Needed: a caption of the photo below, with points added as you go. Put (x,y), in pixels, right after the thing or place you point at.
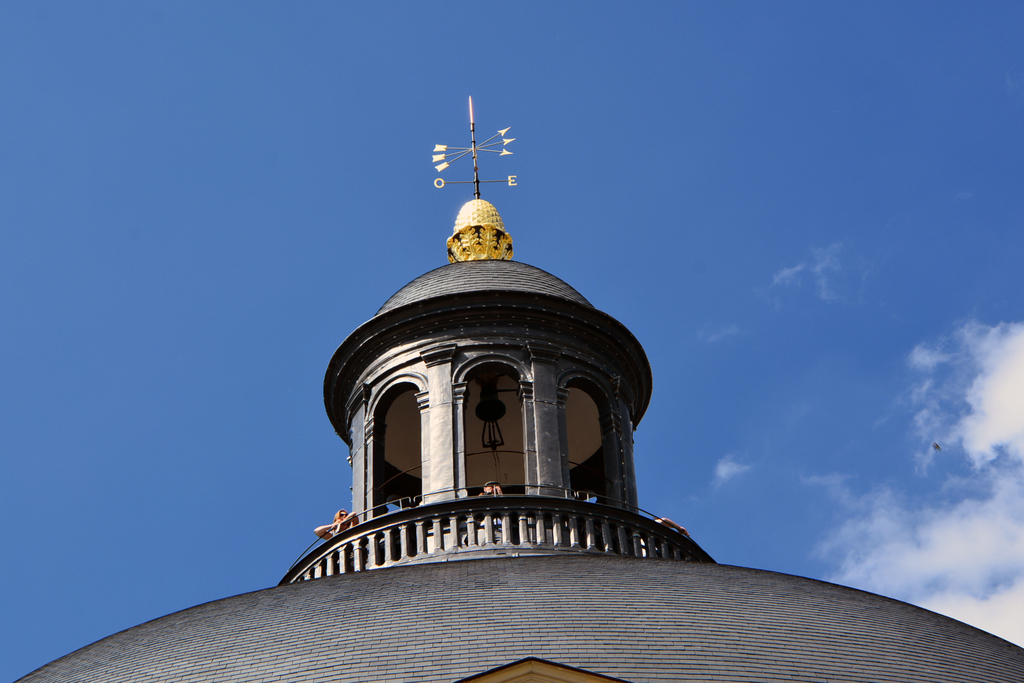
In this image we can see the dome (472,432). Above the dome (495,327) there are directions (488,145). At the top (883,206) there is the sky (853,256). There are few people (341,522) standing under the dome (460,427).
